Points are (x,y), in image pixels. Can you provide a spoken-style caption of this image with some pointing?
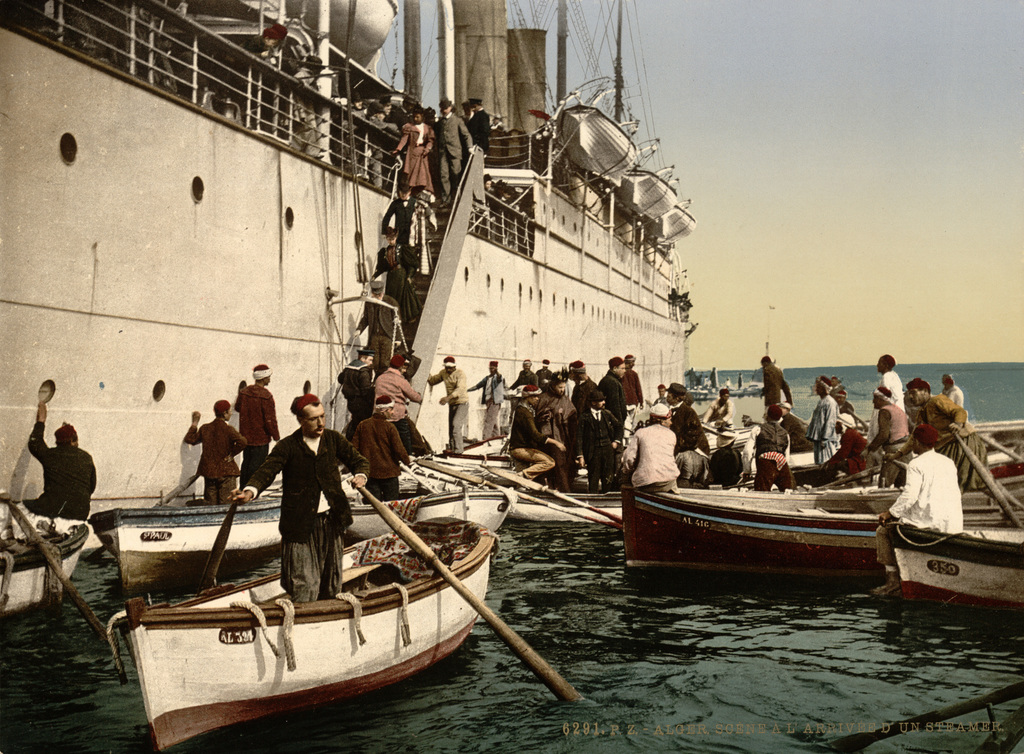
In this image we can see a ship (619,266) in water (667,669) with some boats (648,208), poles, wires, fence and some people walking upstairs. We can also see a group of people (897,566) in the boats (850,542) beside the ship (466,291). In that some are holding the oars (972,704). On the backside (921,253) we can see the sky (885,252) which looks cloudy.
